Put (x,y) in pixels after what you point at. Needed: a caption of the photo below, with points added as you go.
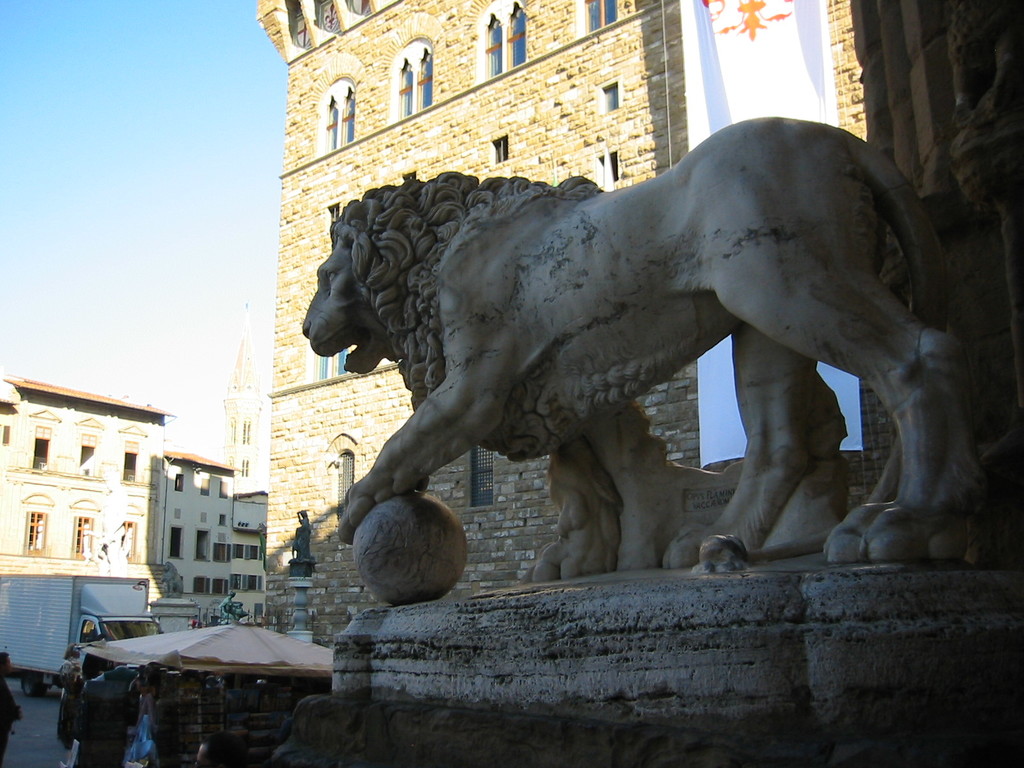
In this image we can see a sculpture (451,421), here is the lion (453,405), here is the ball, here is the building (483,498), here is the window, here is the banner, here is the tower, here is the vehicle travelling on the road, at above here is the sky (2,69).
